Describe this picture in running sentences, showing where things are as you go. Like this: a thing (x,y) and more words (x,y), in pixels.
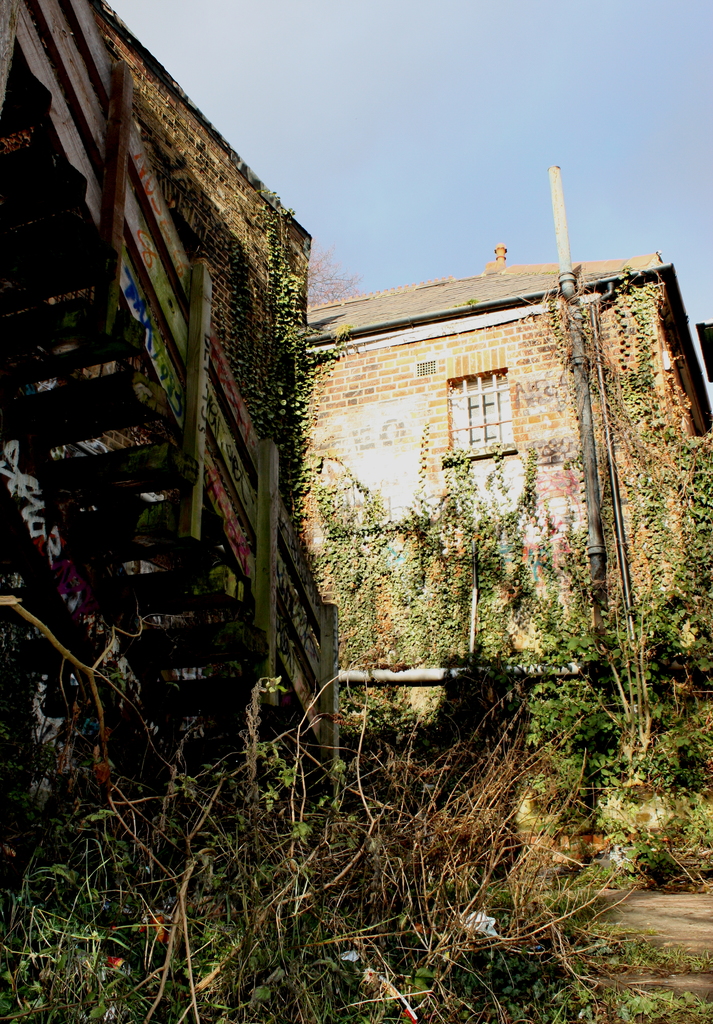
In this image we can see a house (385,441) with windows (501,409). There is a staircase (229,440). At the bottom of the image (425,802) there are plants (469,794). At the top of the image (417,121) there is sky (349,32).
